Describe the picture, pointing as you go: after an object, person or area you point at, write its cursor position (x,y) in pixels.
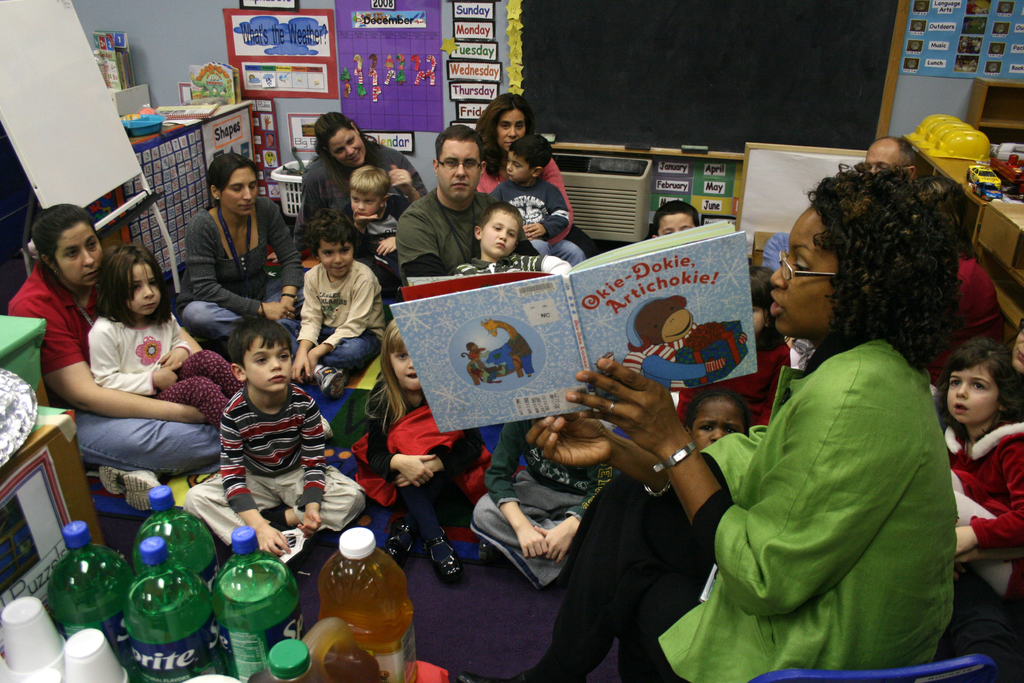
In the picture we can see a room (297,568) in it we can see a woman (838,416) sitting and explaining something to the children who are sitting on the floor (526,658) with their parents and beside the woman (776,568) we can see a table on it we can see some cool drink bottles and glasses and in the background (920,117) we can see a wall (144,59) with full of stickers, posters (207,155), blackboard (566,125).
